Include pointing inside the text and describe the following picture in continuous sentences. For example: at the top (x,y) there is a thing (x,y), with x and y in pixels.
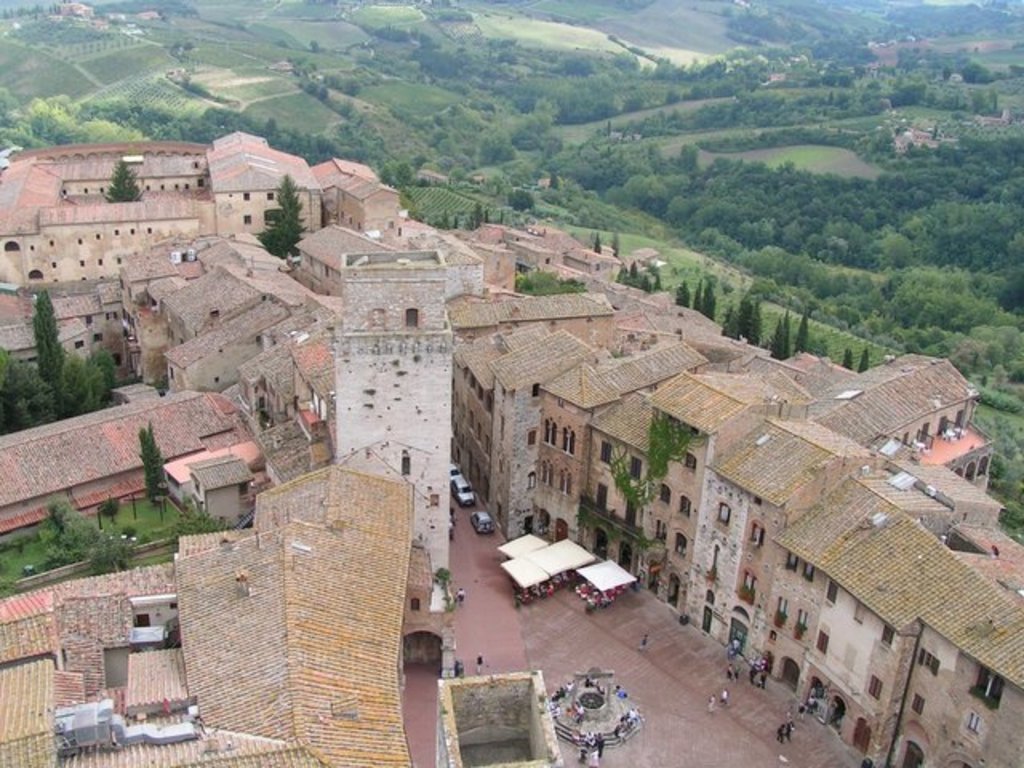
Here we can see buildings (963,533), trees (625,152), grass (602,123), vehicles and people (571,689). These are tents (526,550). To these buildings (440,455) there are windows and doors (819,682).
